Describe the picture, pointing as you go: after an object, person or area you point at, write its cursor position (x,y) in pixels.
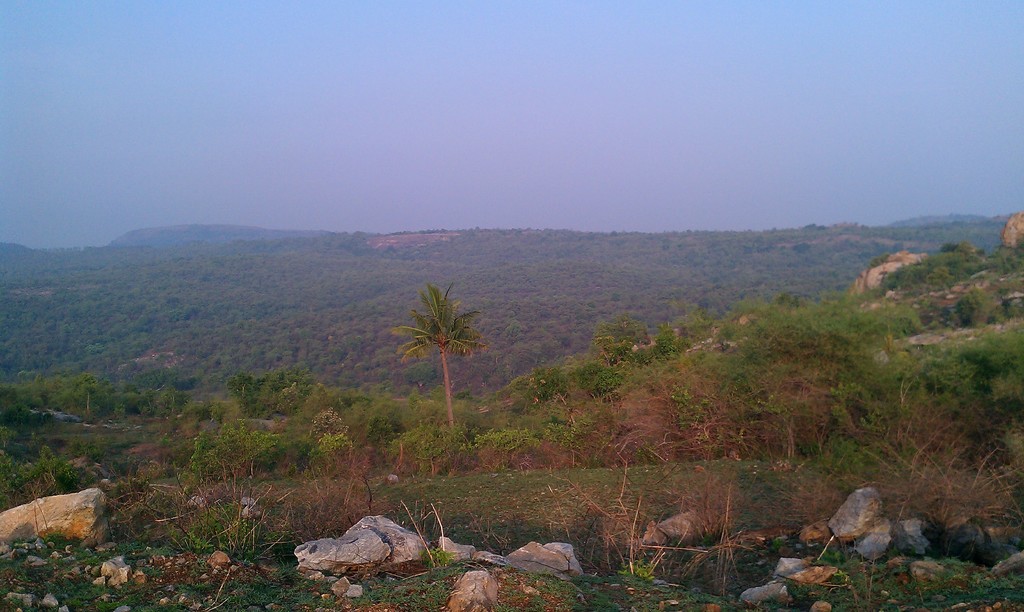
In the picture I can see trees (492,410), rocks (481,552) and the sky (460,169) in the background (460,169).
